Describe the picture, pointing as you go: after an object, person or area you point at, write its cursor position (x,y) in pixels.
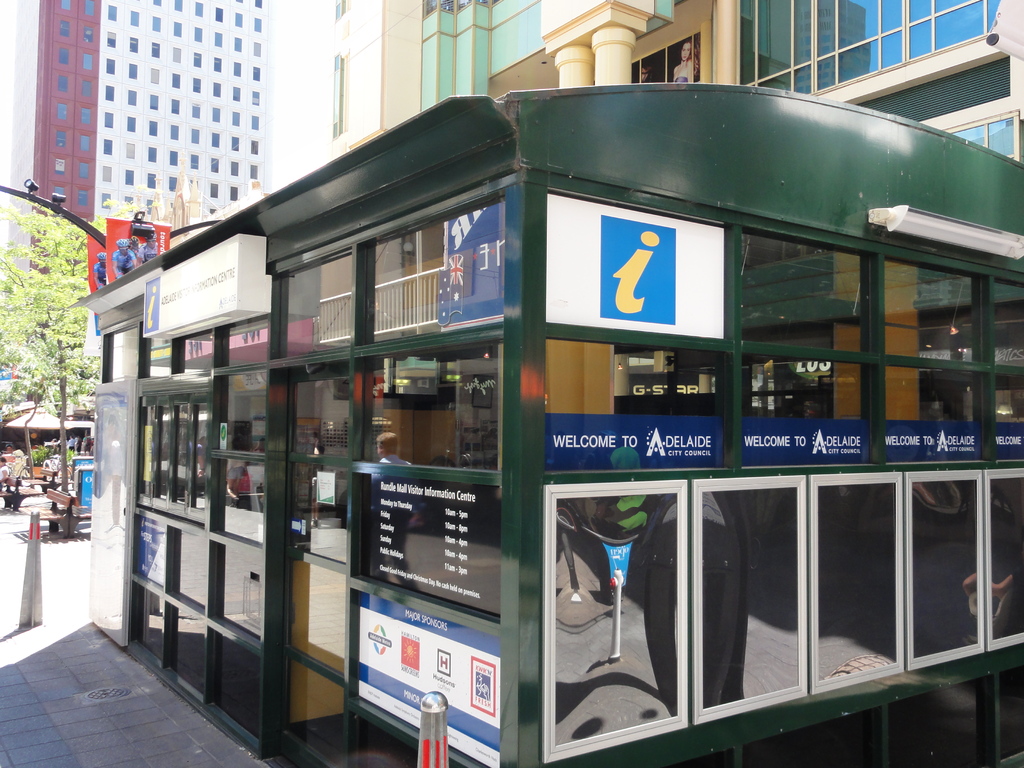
In the middle of the image (665,347) there is a store (203,365) with glasses (243,505) and posters (650,305). In front of the store (168,640) there is a footpath (74,700). Behind the store (373,760) there is a building (836,35) with walls (605,21), pillars (595,36) and windows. And in the background (102,239) there are trees (43,296), benches (58,499), poles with rods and posters (84,485) and also there is a building (104,95) with walls (104,53) and windows (129,153).
